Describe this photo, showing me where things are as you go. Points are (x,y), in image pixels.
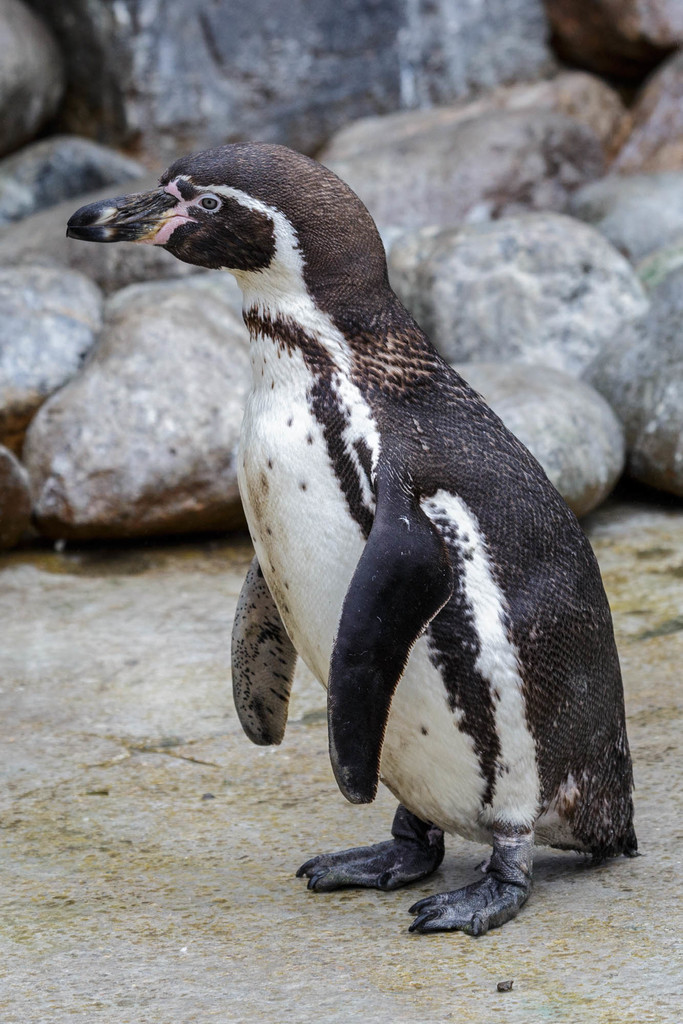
In this picture we can see a penguin (275,584) on the ground (333,850) and in the background (131,309) we can see rocks (476,354).
